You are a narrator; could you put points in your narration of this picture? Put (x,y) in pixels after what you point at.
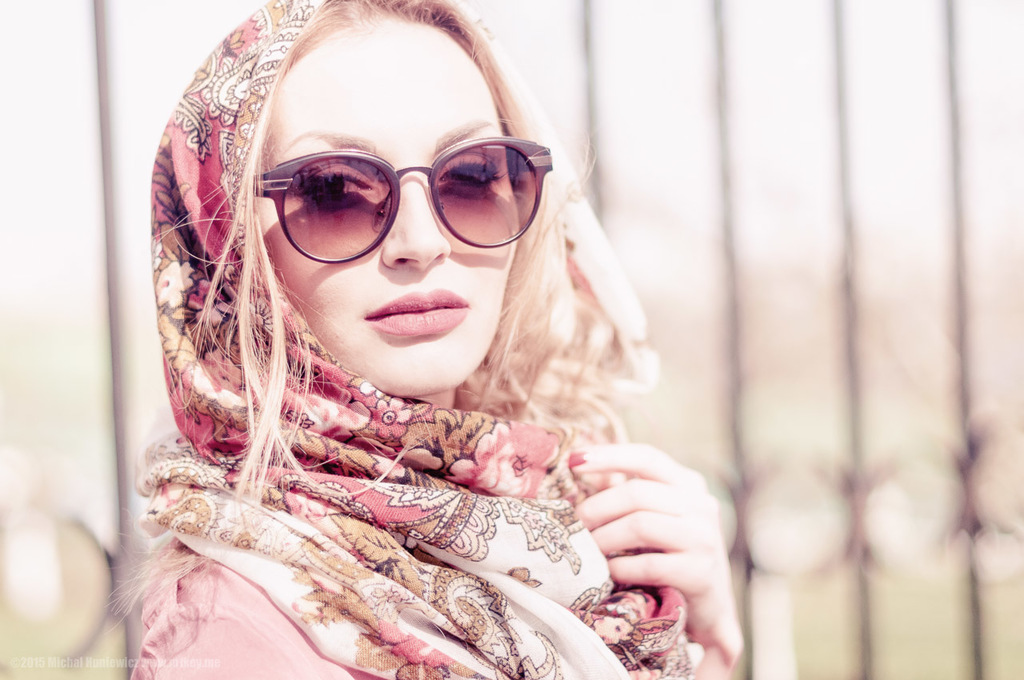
In the center of the image (359,299) there is a woman (284,383) wearing spectacles (367,227). In the background (963,96) we can see fencing (954,108).
